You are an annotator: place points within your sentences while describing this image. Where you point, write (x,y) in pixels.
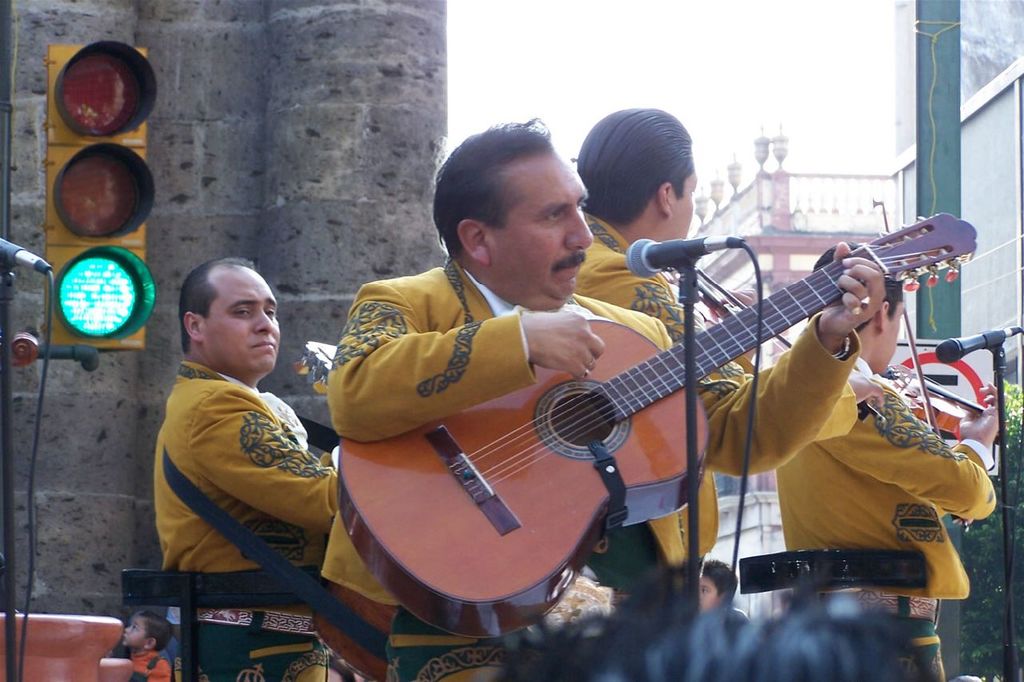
Few people (815,383) are playing the musical instruments (676,359) in the middle (662,365) behind them there is a traffic signal (144,296) and a wall (254,82).
